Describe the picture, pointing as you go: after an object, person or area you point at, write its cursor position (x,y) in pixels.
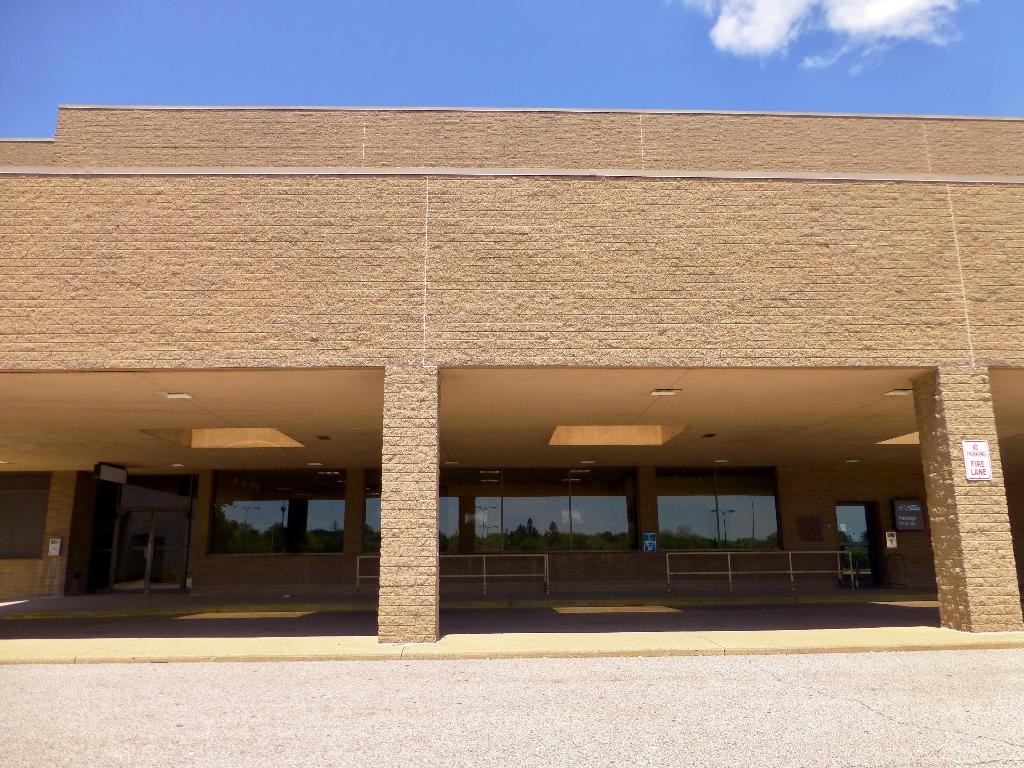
There is a building (310,364) with pillars (937,477), railing (445,575), glass wall (568,522) and door (140,529). On the pillar (954,475) there is a notice (979,469) with something written on that. In the background (460,71) there is sky (723,46) with cloud (788,39).
